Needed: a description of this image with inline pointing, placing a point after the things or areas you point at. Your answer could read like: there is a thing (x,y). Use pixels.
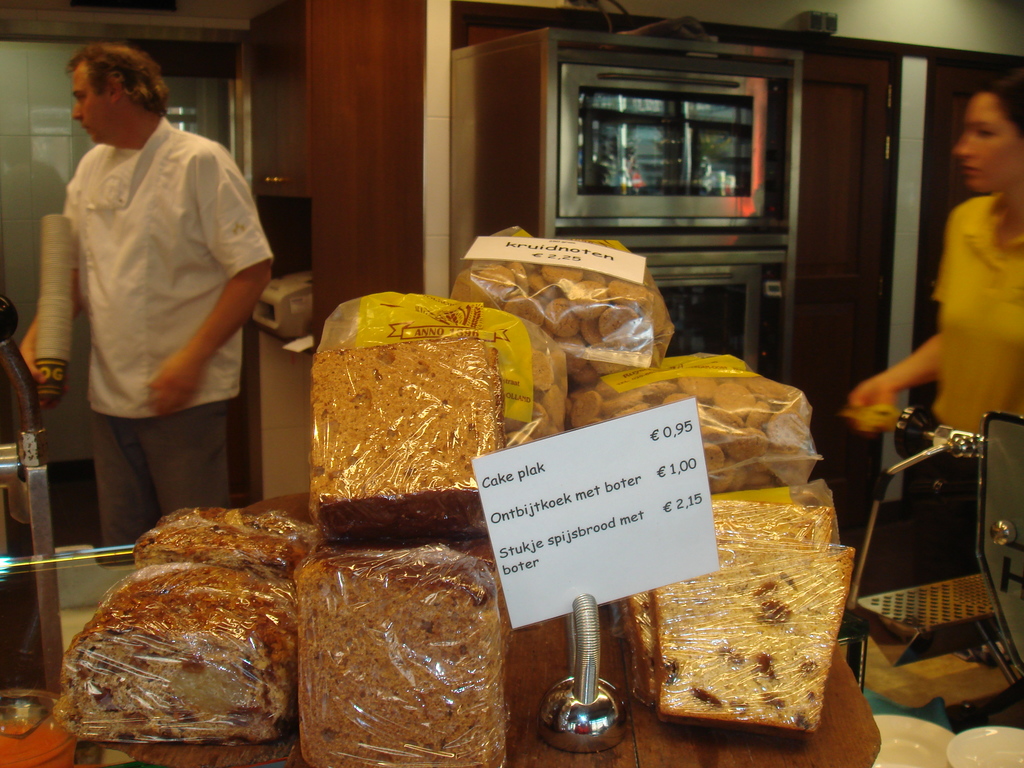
In this image I can see few food items (410,673) on the table (730,753) and I can also see the white color board (497,517). In the background (940,341) I can see two persons (976,320) standing and I can also see an oven (725,221).
